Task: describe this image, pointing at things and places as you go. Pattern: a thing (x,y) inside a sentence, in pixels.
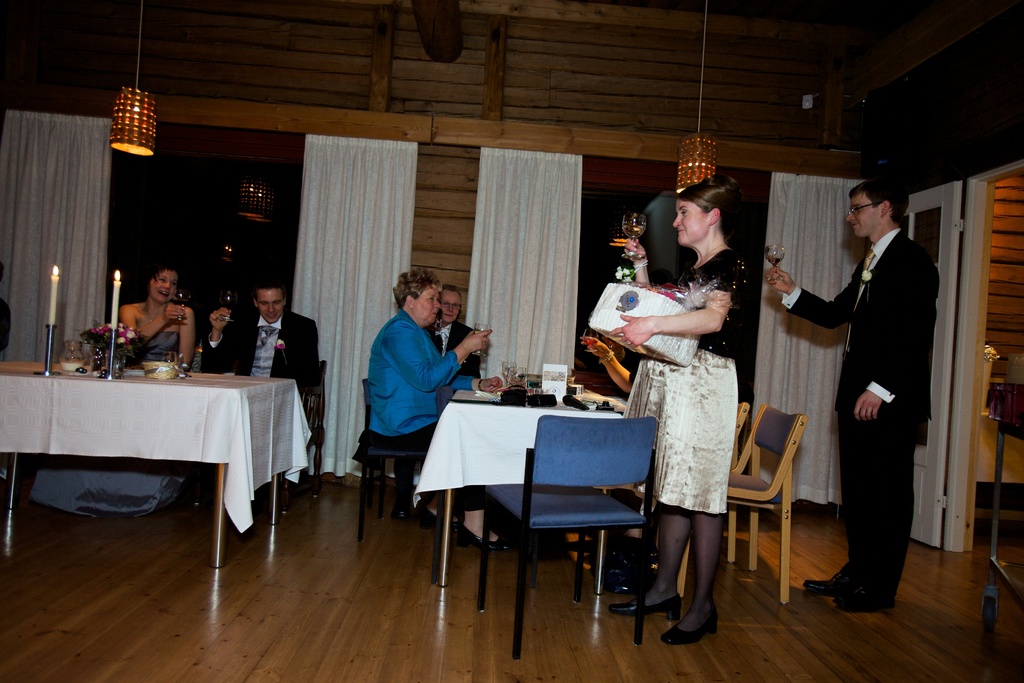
There are few people (396,327) sitting on the chair (363,387) and holding wine glasses (228,318). This is the woman (701,350) standing. She is holding wine glass (634,224) and white color basket (659,308) in her hands (646,325). Here is another person (856,301) standing and holding wine glass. These are the empty chairs (746,454). This is the table (207,401) covered with white cloth (219,416). There are two candles (56,298) on the candle stand (49,350), flower vase (119,337) and few things (75,354) on the table (211,384). These are the curtains (391,200) hanging. These are the lamps (133,150) hanging through the rooftop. I can see a door (934,242) which is white in color.
